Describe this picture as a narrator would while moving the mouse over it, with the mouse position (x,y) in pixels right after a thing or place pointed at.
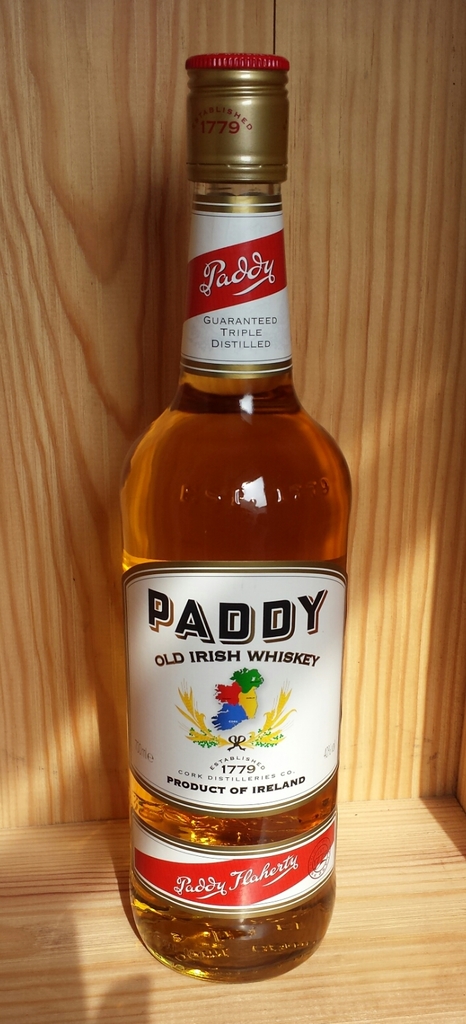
In this image I can see a bottle (332,752) where paddy is written on it.
